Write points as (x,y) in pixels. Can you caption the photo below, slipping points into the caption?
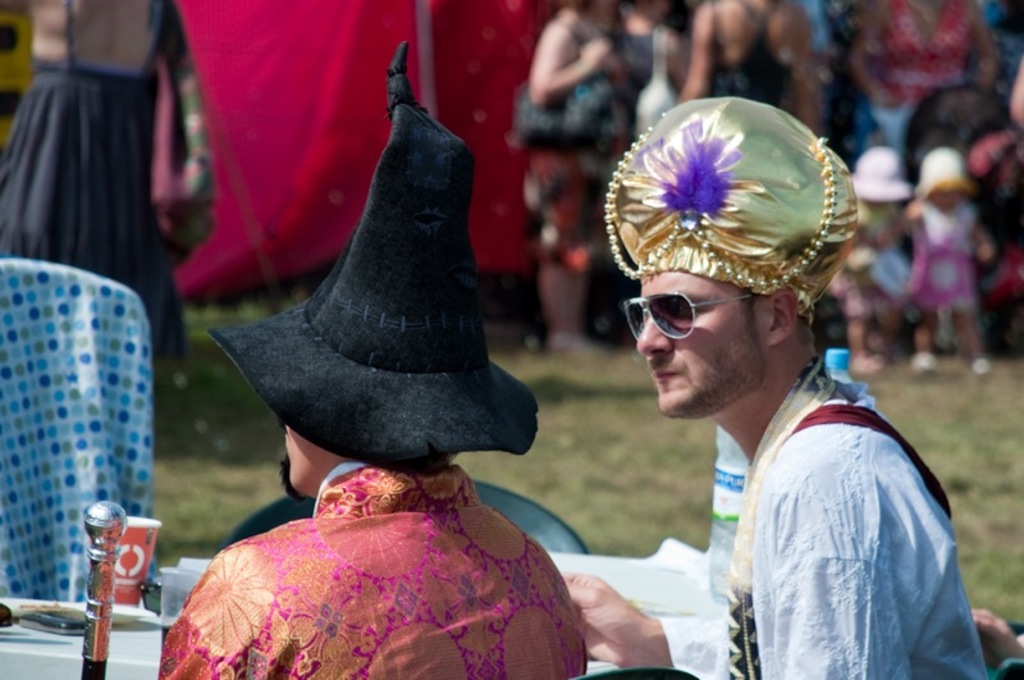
At the bottom of the image (895,545) few people (896,526) are sitting. Behind them there is a table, on the table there are some cups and products (120,623). At the top of the image (859,127) few people (859,127) are standing.
